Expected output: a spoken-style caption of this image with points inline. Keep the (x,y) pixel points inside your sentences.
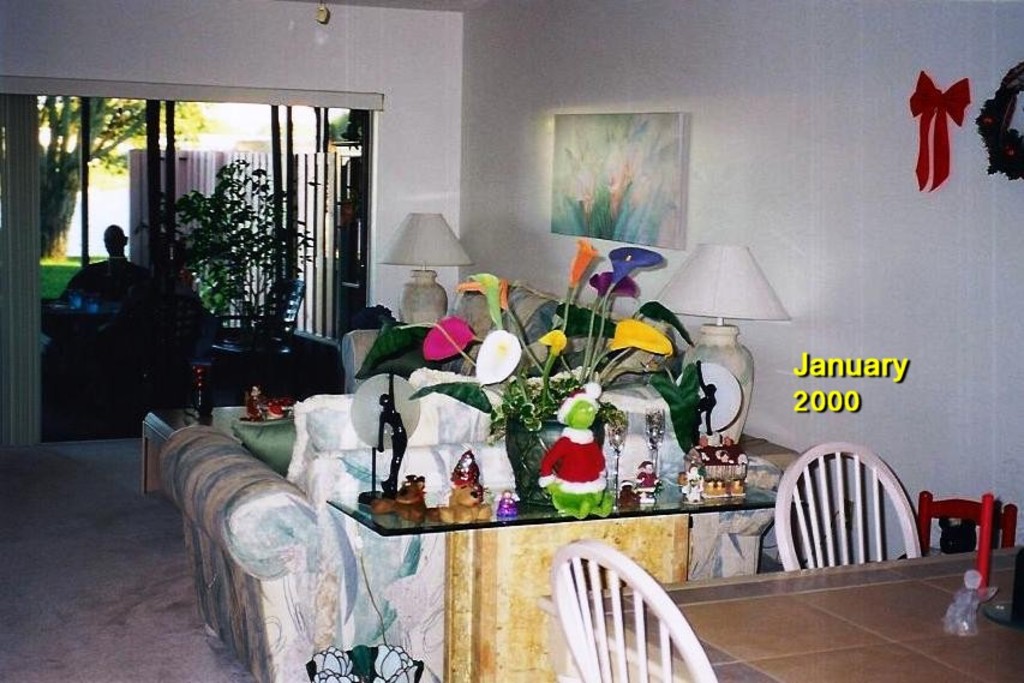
In the center of the image (393,418) we can see a table (529,533) containing a plant (540,416) in a pot (537,432) with some flowers (560,333), two lamps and some dolls (563,476) placed on it. We can also see a sofa (377,584) with cushions (270,462). On the right side (710,586) we can see a table (995,573) containing a doll (948,624) and a candle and some chairs (906,533) beside it. In that we can see a doll (957,531) in a chair (939,511). We can also see some text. On the left side (75,400) we can see a window (88,375), a person (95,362) sitting, a plant (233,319), grass (46,262), a tree (50,242) and a table (231,423) containing some objects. On the backside (662,221) we can see a photo frame (650,227), a ribbon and a garland (1012,181) on a wall (869,164).
